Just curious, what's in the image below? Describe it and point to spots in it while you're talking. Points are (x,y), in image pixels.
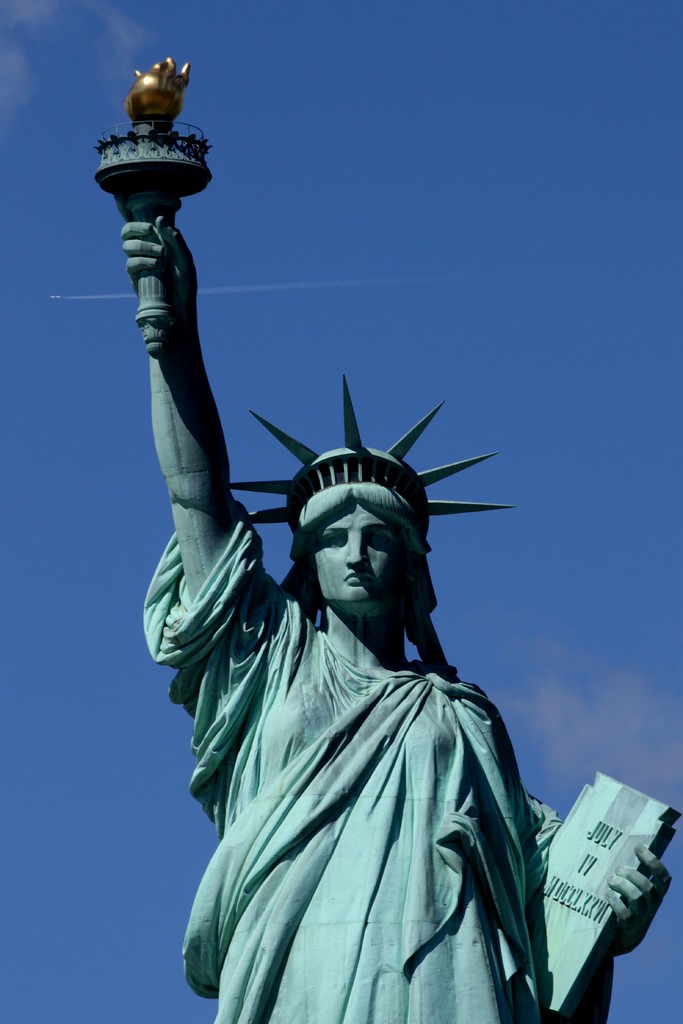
This image is taken outdoors. In the background (130,890) there is the sky (130,890) with clouds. In the middle of the image (327,594) there is a statue of liberty (277,519) holding a book (587,818) and fire stick (135,174) in the hands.
